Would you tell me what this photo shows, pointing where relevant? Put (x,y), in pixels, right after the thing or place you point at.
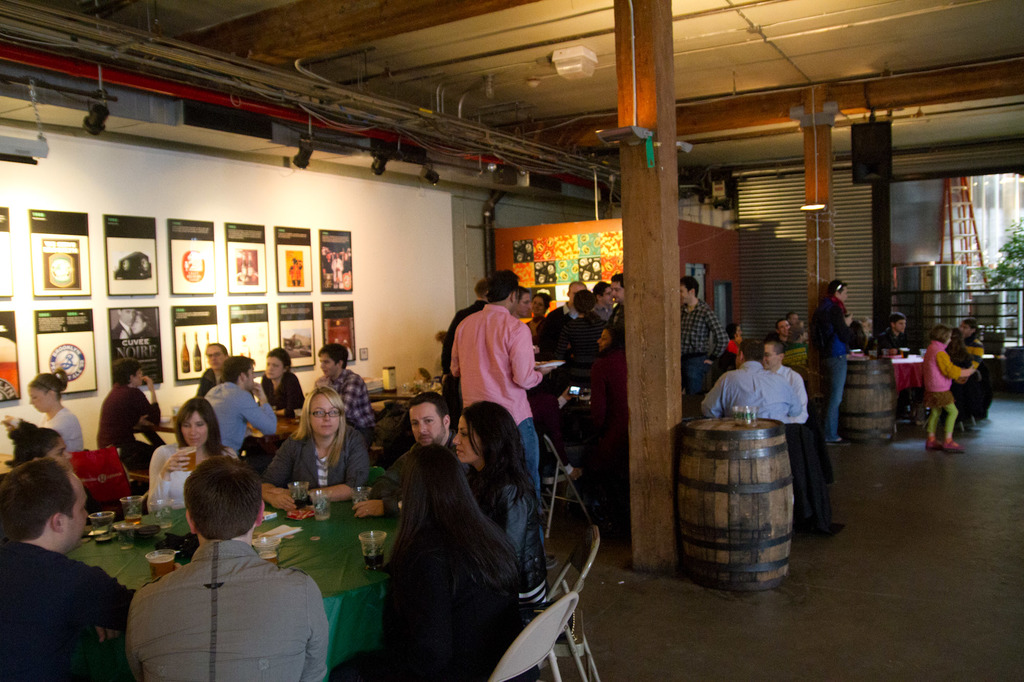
In the image we can see some people (56,407) are sitting and standing and there are some chairs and tables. Behind them there is a wall (73,399), on the wall (59,157) there are some posters (295,334). Top of the image (758,122) there is roof (920,115) and lights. Top right side of the image (920,182) there is a glass wall (985,244). Behind the glass wall (1000,230) there is a tree (1016,254).
